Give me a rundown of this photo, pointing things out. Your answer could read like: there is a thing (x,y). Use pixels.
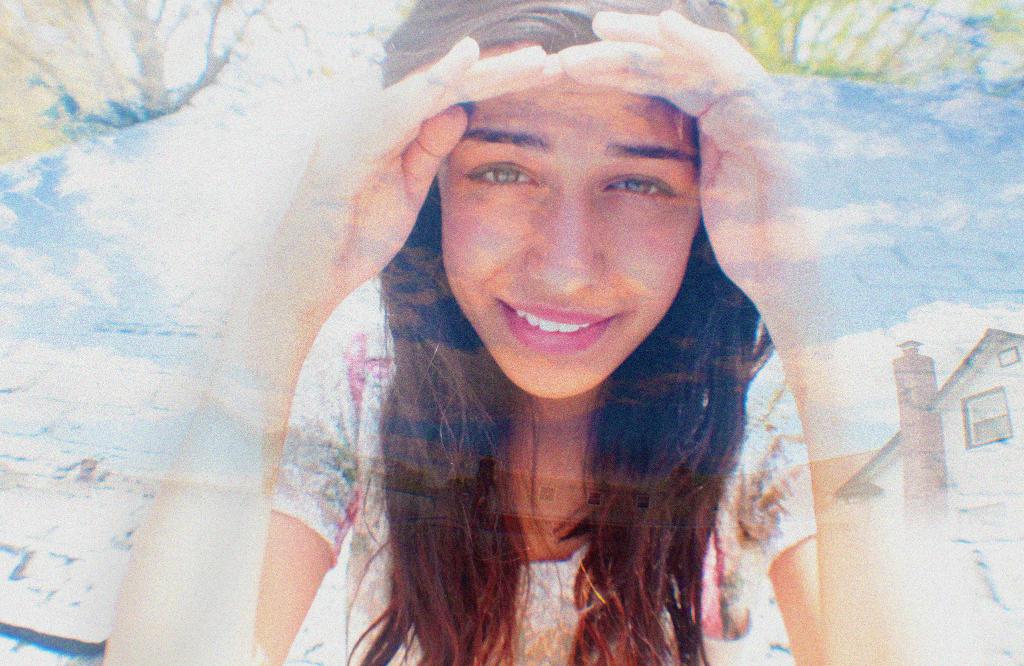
It is an edited picture. In the center of the image (520,333) we can see a person (572,363) is smiling. And we can see the sky (199,297), clouds (284,184) and buildings (986,371).
